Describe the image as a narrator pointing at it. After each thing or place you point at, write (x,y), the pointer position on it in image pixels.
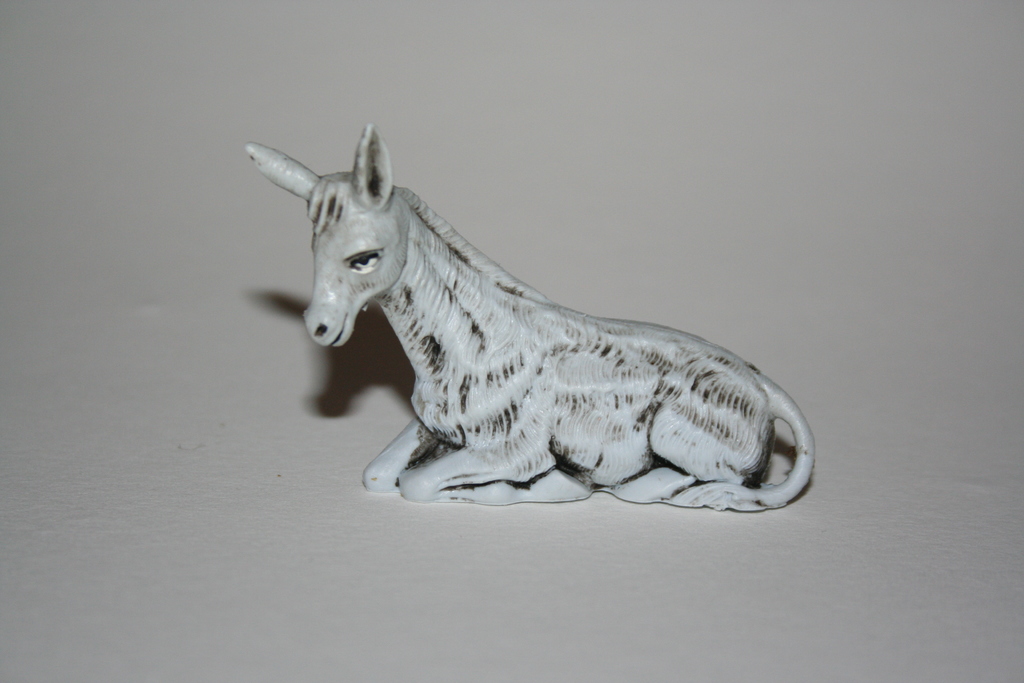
In this image we can see a donkey toy (455,301) placed on the ground (448,533).
